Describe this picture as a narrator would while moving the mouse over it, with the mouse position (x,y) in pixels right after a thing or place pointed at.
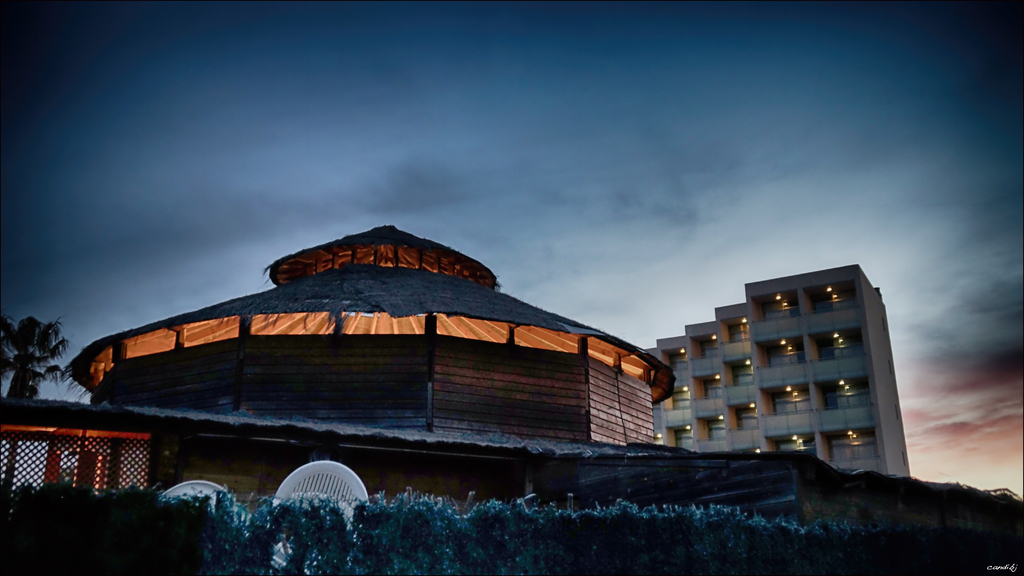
In this image, I can see a building (834,381) with the lights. This looks like a shelter (423,452) with a roof (362,278). I think these are the chairs (316,484), which are white in color. I can see the bushes (669,552). On the left side of the image (26,342), that looks like a tree (44,363). This is the sky (596,156).
